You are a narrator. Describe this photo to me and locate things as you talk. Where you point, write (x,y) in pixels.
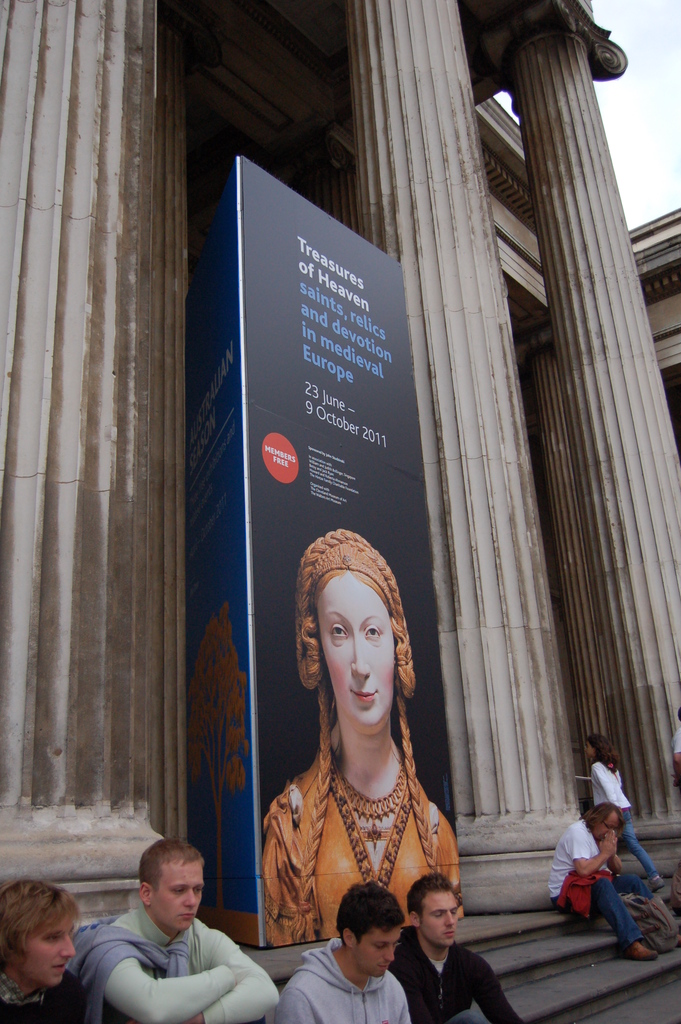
There are steps (514,937). On that some people (189,923) are sitting. In the back (514,560) there are pillars (485,403). Near to that there is a banner (305,642). On that something is written and there is a picture (335,684) of a lady (305,639).
